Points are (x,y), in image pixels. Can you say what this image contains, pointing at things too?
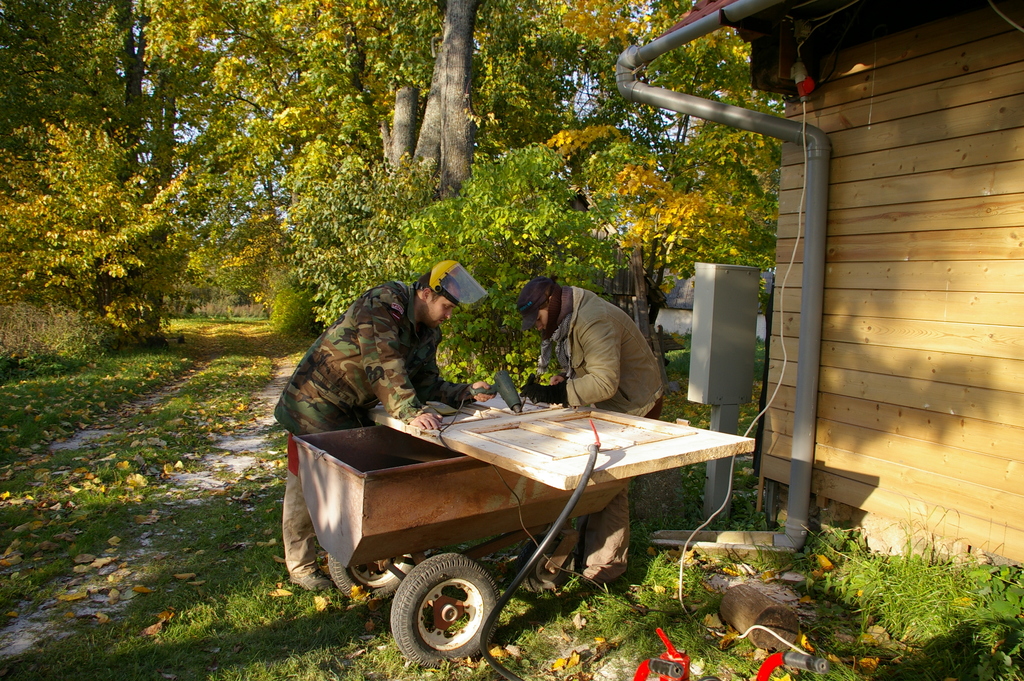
In this image we can see people (405,329), grass (720,647), cart (441,467), wooden object (606,454), pipe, wooden wall (788,193), board (756,278), trees (693,196) and things (685,678).
